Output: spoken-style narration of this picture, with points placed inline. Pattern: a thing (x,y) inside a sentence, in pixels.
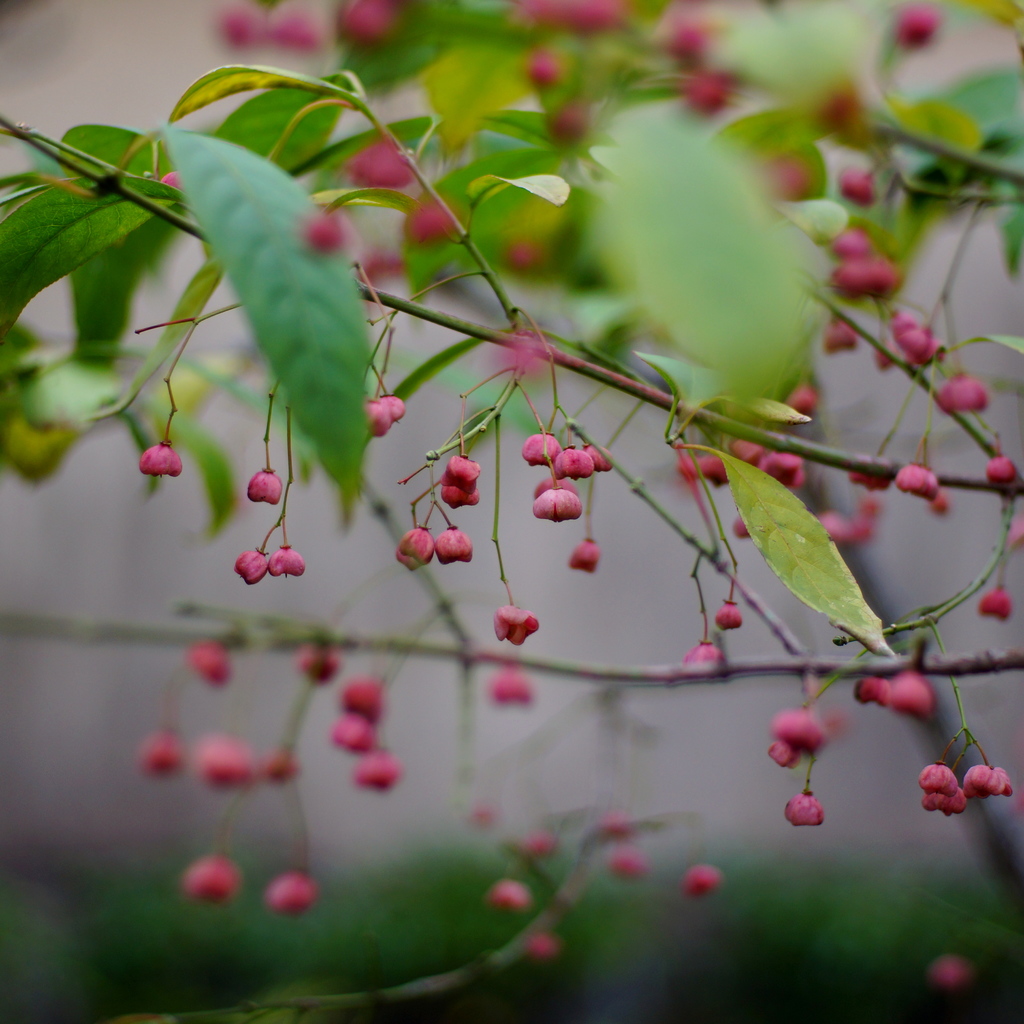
In the center of the image (681,667) there is a flower plant (713,667).
